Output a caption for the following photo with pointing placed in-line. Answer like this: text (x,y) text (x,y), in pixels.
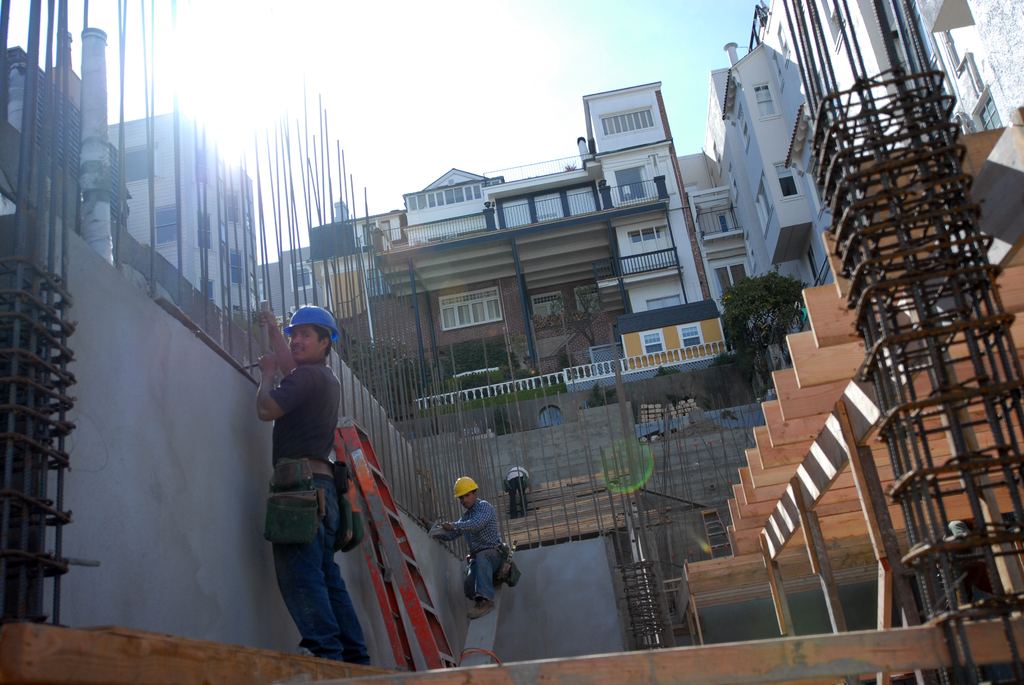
At the bottom of the image (335,469) few people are standing and holding something in their hands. Behind them there are some trees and plants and buildings (591,172). At the top of the image (448,164) there are some clouds (348,110) and sky (303,46).
